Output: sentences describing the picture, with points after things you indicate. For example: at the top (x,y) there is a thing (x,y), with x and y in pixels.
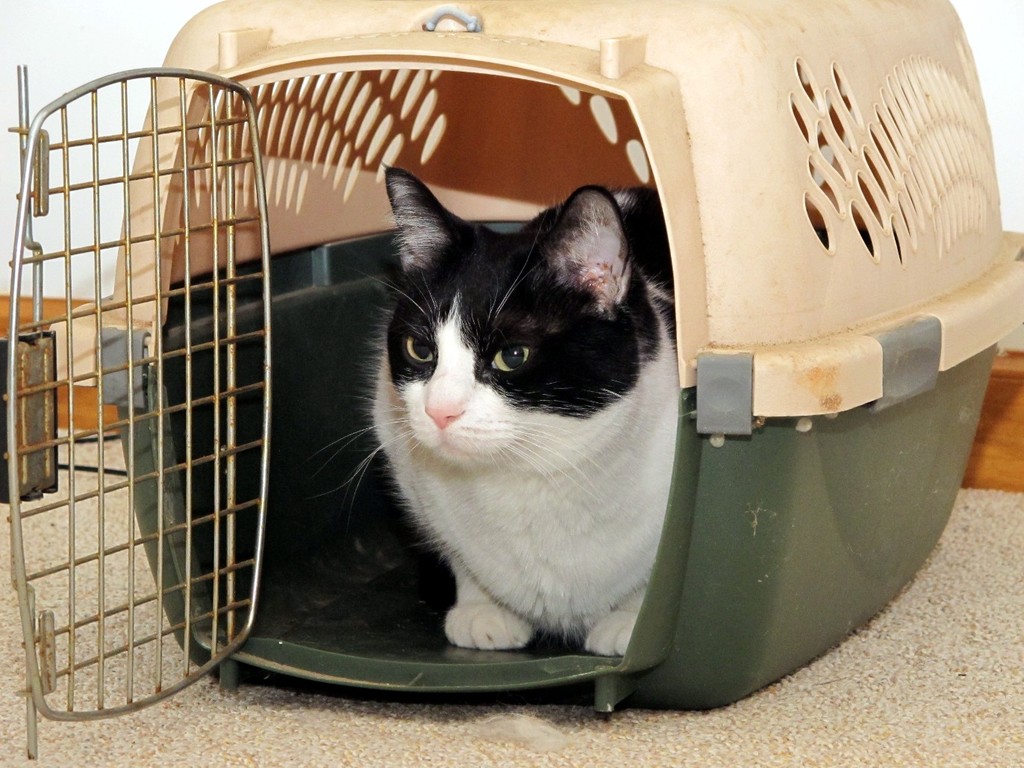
In the picture I can see a cat (501,396) is sitting in a cage (281,106). The cage (532,110) is on a surface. The background of the image (115,189) is white in color.
